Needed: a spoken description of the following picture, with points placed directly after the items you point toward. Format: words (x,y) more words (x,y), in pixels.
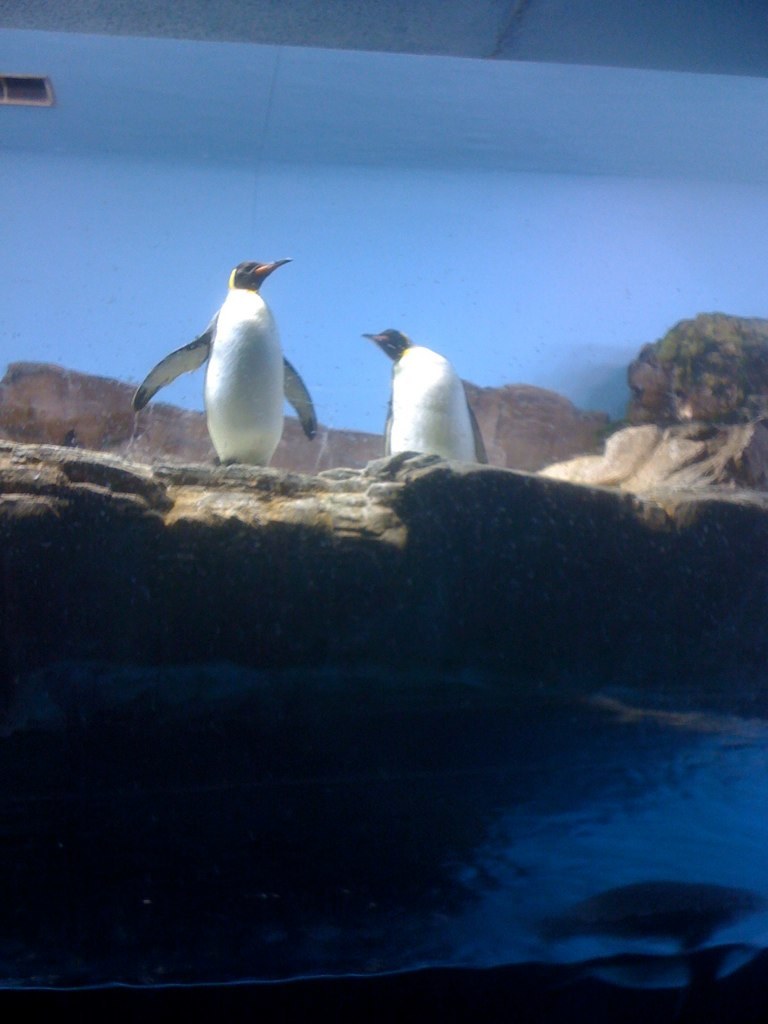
In this image we can see the penguins (253,369), there are some rocks (280,572) and also we can see the water (438,833), in the background (329,121), it looks like the wall (296,158).
